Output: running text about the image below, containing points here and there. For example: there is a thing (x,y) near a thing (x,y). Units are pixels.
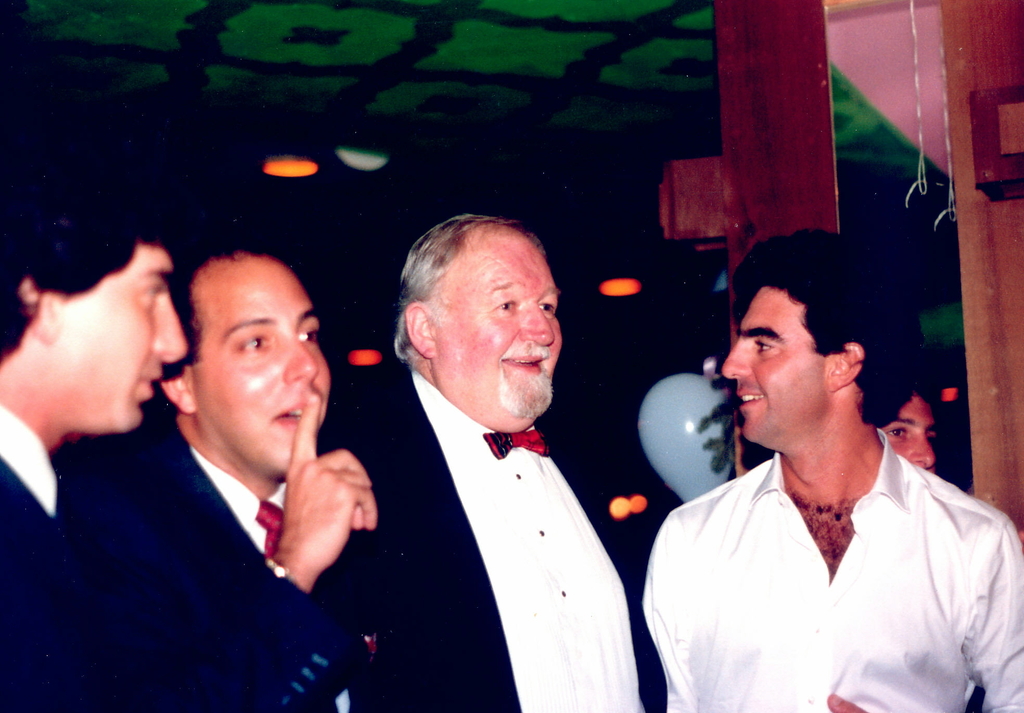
This picture shows the inner view of a room (477,182) with green ceiling (326,148), so many lights (627,287), some objects (713,366) are on the surface (957,154), some threads (949,140) and some people (927,538) are standing.
